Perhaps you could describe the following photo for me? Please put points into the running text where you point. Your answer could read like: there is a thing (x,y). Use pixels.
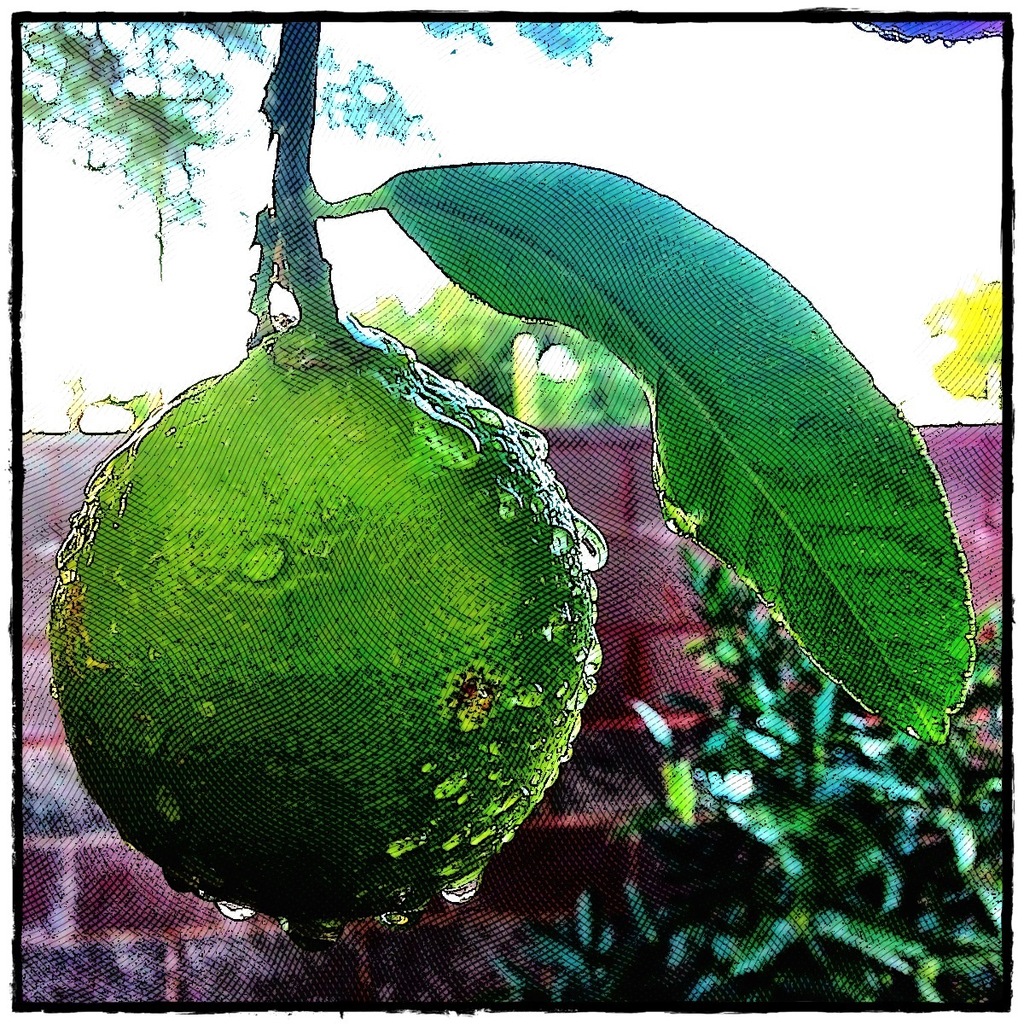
This is an edited image. Here I can see a green color fruit (306,500) along with the stem (295,187) and a leaf (600,289). At the bottom (803,922) there are some plants (798,898). In the background (613,488), I can see a wall (615,524) and trees (478,322).
